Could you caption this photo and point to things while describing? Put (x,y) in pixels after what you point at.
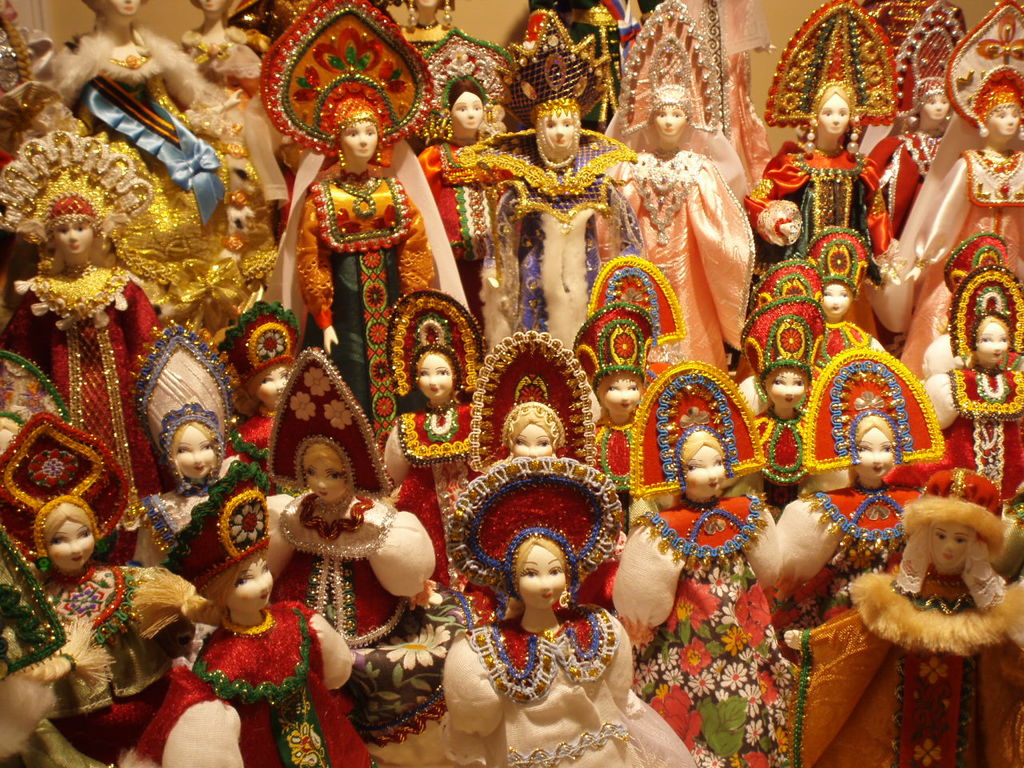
In the center of the image (409,352) we can see dolls (480,349) in different colorful costumes (492,347). In the background (143,16) there is a wall (193,16).
